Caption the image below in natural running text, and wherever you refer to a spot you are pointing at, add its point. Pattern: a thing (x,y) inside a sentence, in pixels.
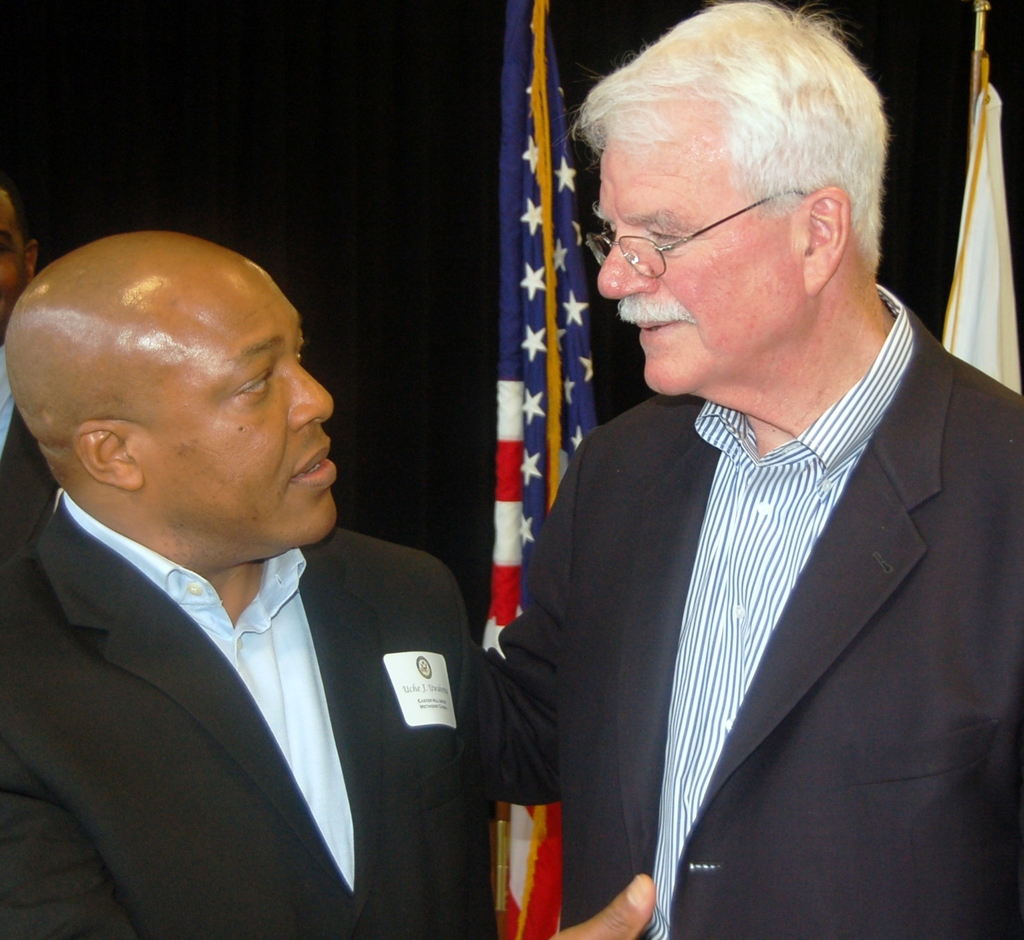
In this picture we can see a man (747,155) wore spectacles (636,268) and two men (250,522) wore blazers (411,642). In the background (38,229) we can see a person (2,216), flags (507,173) and it is dark.
